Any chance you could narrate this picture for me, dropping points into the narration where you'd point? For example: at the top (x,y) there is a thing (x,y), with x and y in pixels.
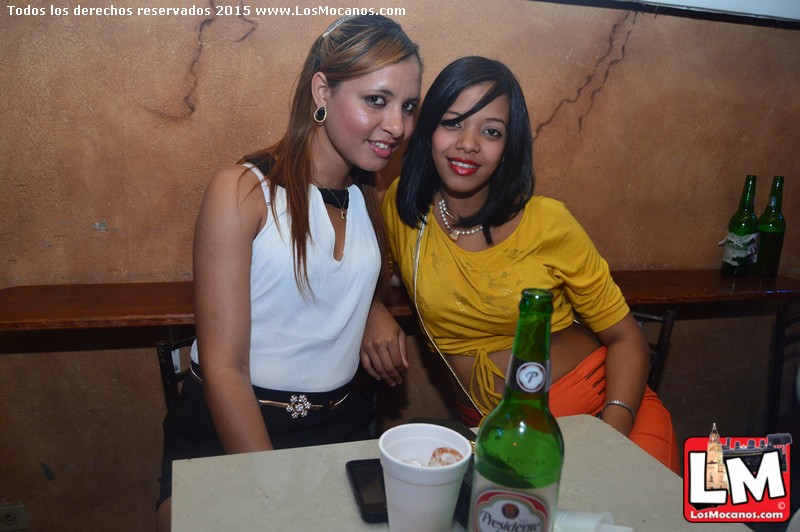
There are two ladies (456,267) sitting in chairs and there is a table (317,471) in front of them which has a green bottle (518,465), a cup (418,473), mobile phone (363,474) and a purse (474,457) on it.
